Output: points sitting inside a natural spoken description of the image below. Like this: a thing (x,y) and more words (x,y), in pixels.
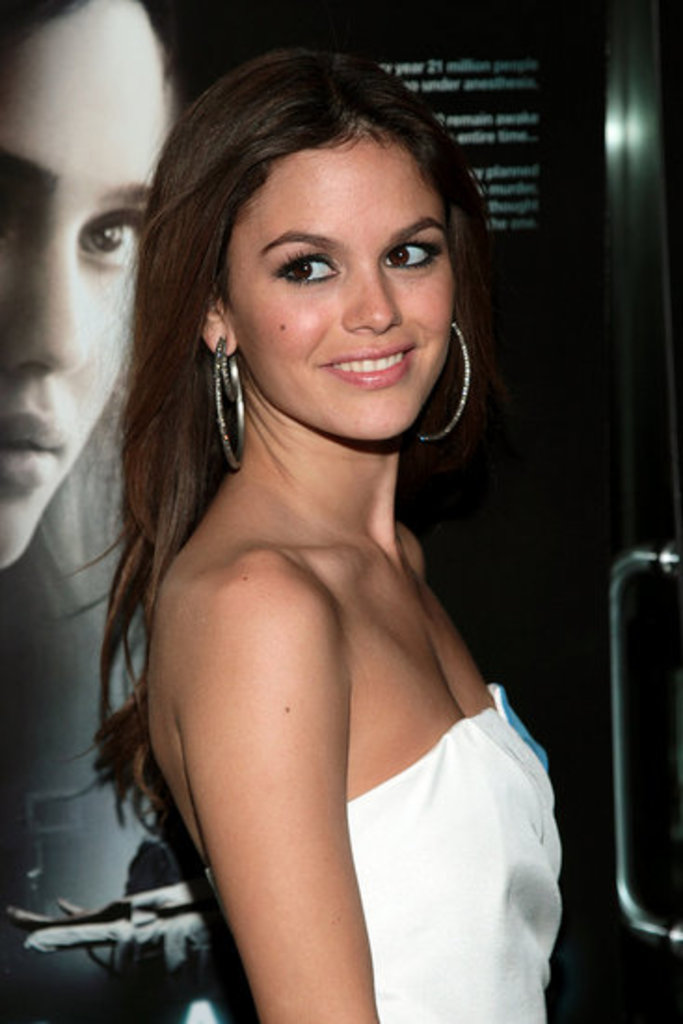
Here I can see a woman (274,362) wearing a white color dress (459,909), smiling and giving pose for the picture. In the background (515,70), I can see a board (537,158) on which I can see an image (56,603) of few persons (48,483) and some text (500,136). On the right side (633,561), I can see a metal rod (623,716) which is attached to the wall (669,200).
